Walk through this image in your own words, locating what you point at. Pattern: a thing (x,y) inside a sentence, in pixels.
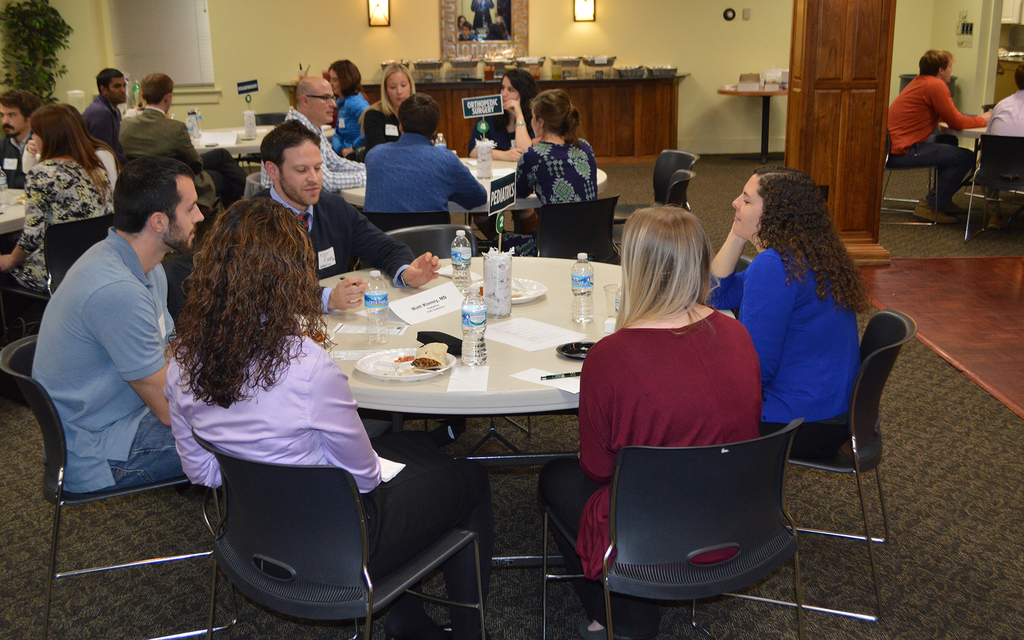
In this picture there are group of people (36,149) sitting in chair (872,433) near the table (424,388) and in table (385,393) there are plate (409,366), food (426,363), bottle (469,333), paper (469,381), pen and in back ground (535,10) there is name board (495,198), mirror (528,36), light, plant (52,63) attached to wall (391,52).
